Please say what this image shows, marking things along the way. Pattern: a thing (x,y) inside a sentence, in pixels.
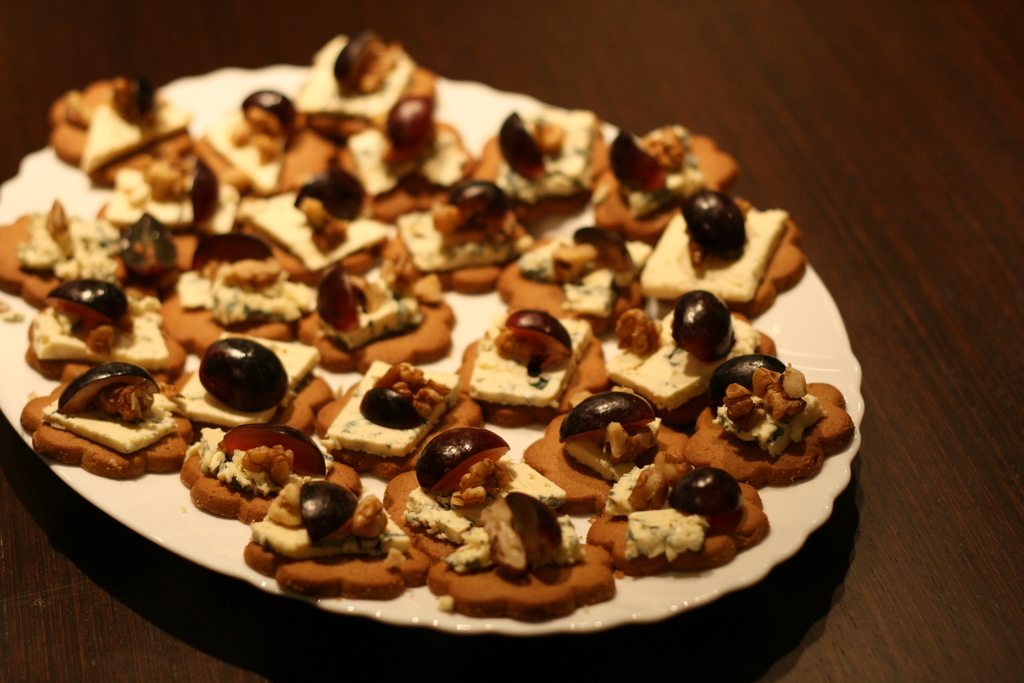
In this picture there are cookies (606,314) on the white plate (628,592). At the bottom (916,587) there is a wooden floor (875,586).
